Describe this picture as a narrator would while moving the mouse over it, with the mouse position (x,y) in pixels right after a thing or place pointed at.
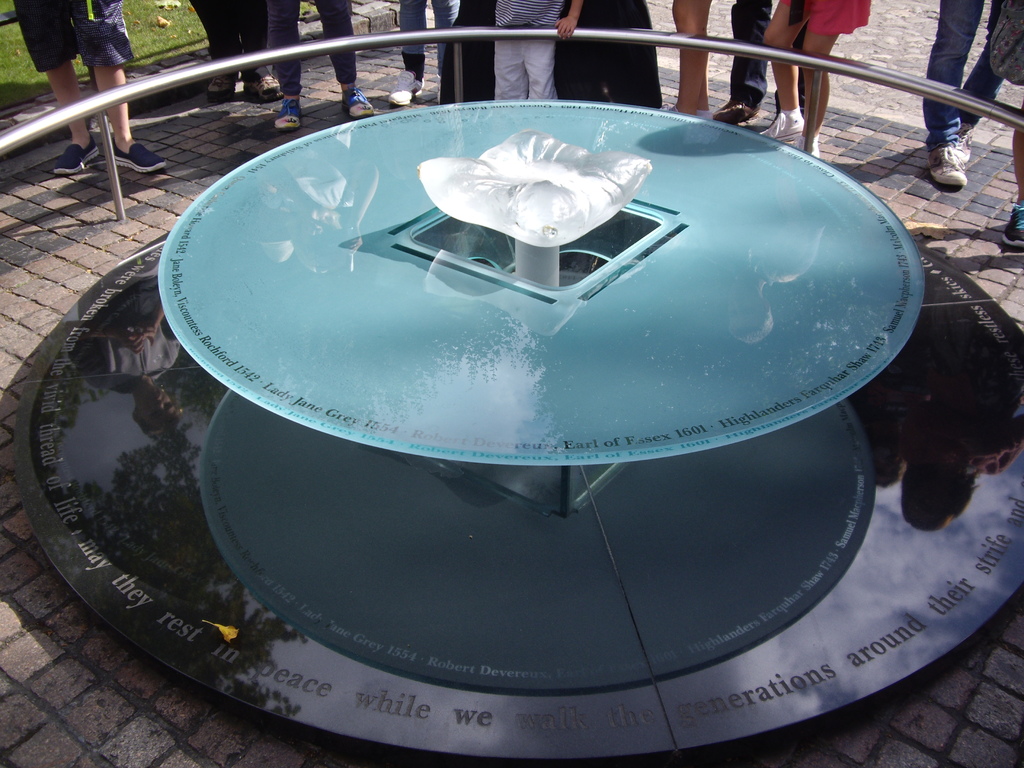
In this image we can see the legs (703,16) of a few people (550,80), there is a fencing (889,83), also we can see an object (531,293) in the middle of the pavement (25,307), also we can see the grass (141,59), and the text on the object (730,293).
